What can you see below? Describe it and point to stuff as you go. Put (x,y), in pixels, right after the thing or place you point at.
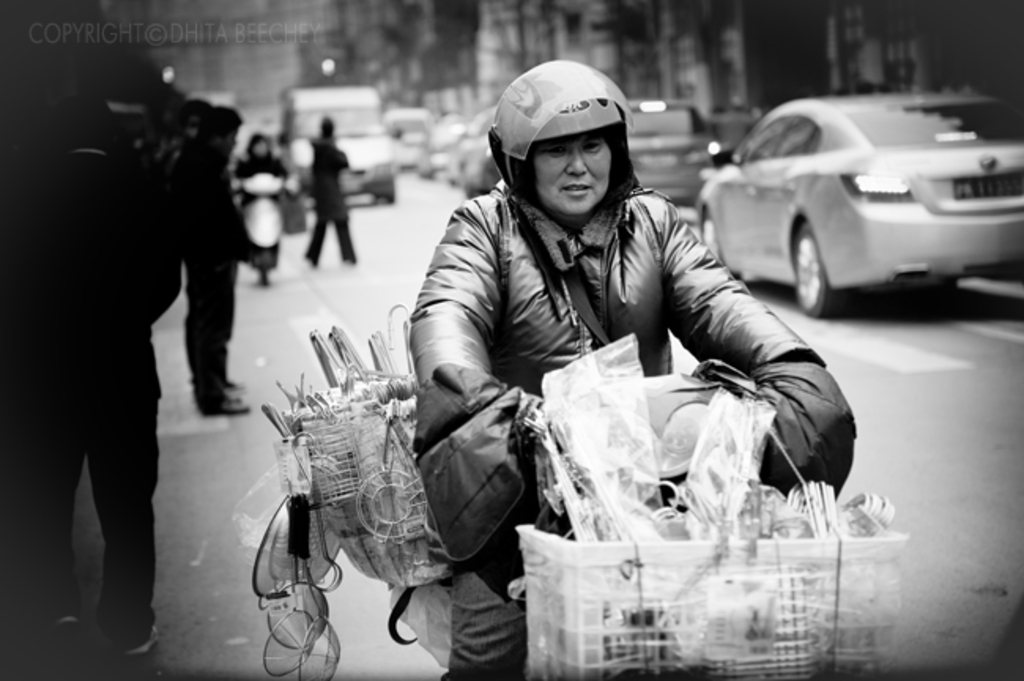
In this image there are group of persons (230,293), there are persons (255,173) riding a vehicle (513,437), there is a vehicle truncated towards the bottom of the image (576,590), there are objects (650,602) truncated towards the bottom of the image (666,629), there are vehicles (366,182) on the road (450,189), there is a vehicle (930,154) truncated towards the right of the image (875,157), there are buildings (232,25) truncated towards the top of the image (578,48), there is text (168,27) towards the top of the image (175,34).
